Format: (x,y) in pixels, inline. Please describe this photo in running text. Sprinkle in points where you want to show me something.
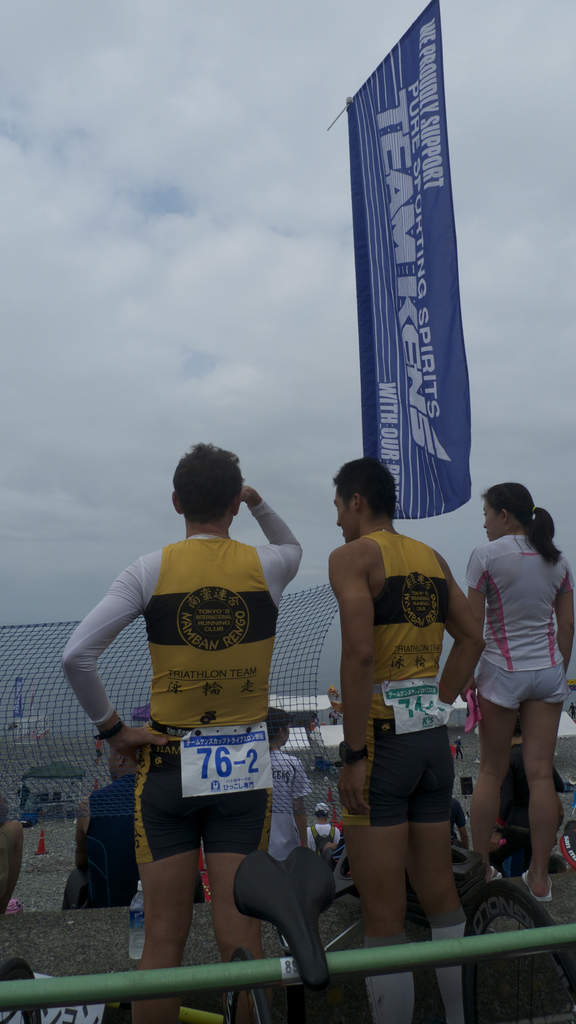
There are persons (523,583) in different color dresses (513,628), standing. In front of them, there is a net (54,704), a flag (426,451) and there are clouds (309,331) in the sky (326,263).
